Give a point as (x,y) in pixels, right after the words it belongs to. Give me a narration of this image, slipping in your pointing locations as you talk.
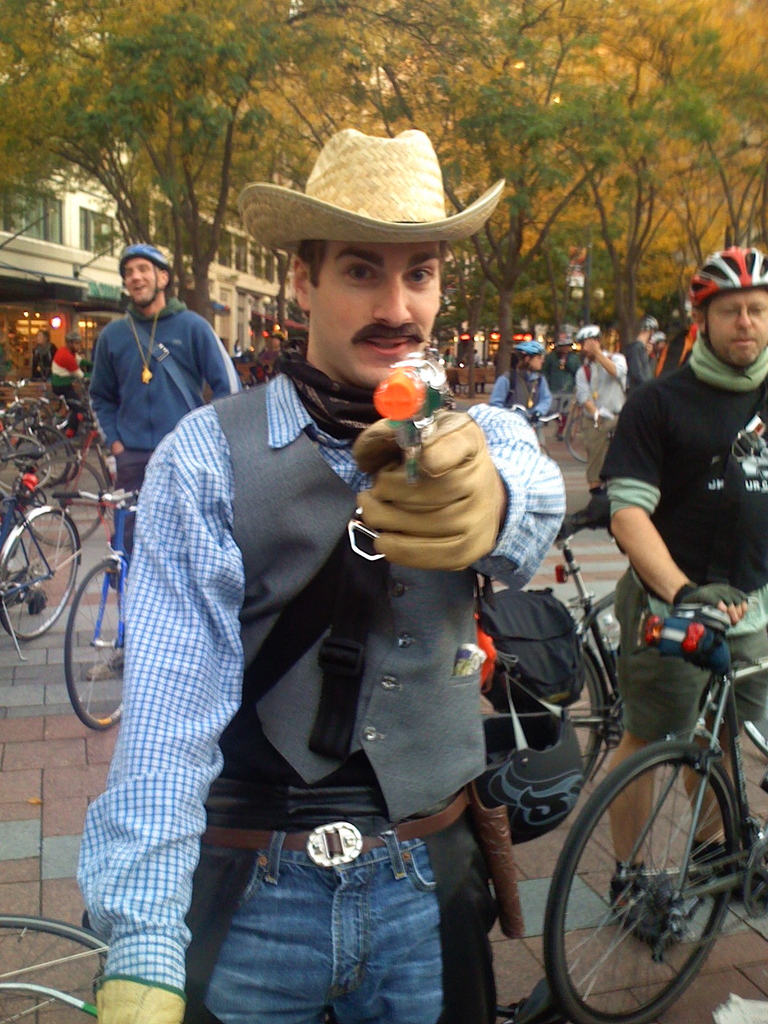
In this picture I can see group of people (385,511) are standing on the ground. Here I can see a man (346,583) is wearing a hat (428,214) and holding an object (394,425) in the hand (379,461). In the background (105,459) I can see bicycles (105,471), trees (270,177) and buildings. Some people (743,419) are wearing helmets (706,306).
